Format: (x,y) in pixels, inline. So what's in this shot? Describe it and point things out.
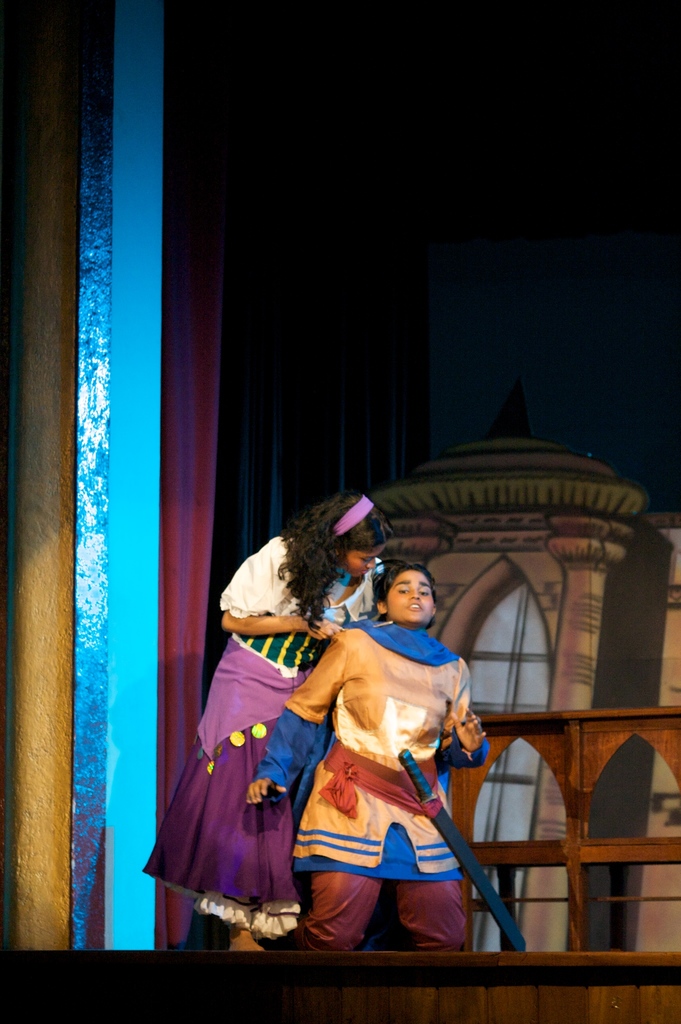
In this image there is a woman (249,937) behind the person (380,689) having a sword (438,797). Behind them there is an image of a building (554,696) painted. They are on the stage (86,978).
